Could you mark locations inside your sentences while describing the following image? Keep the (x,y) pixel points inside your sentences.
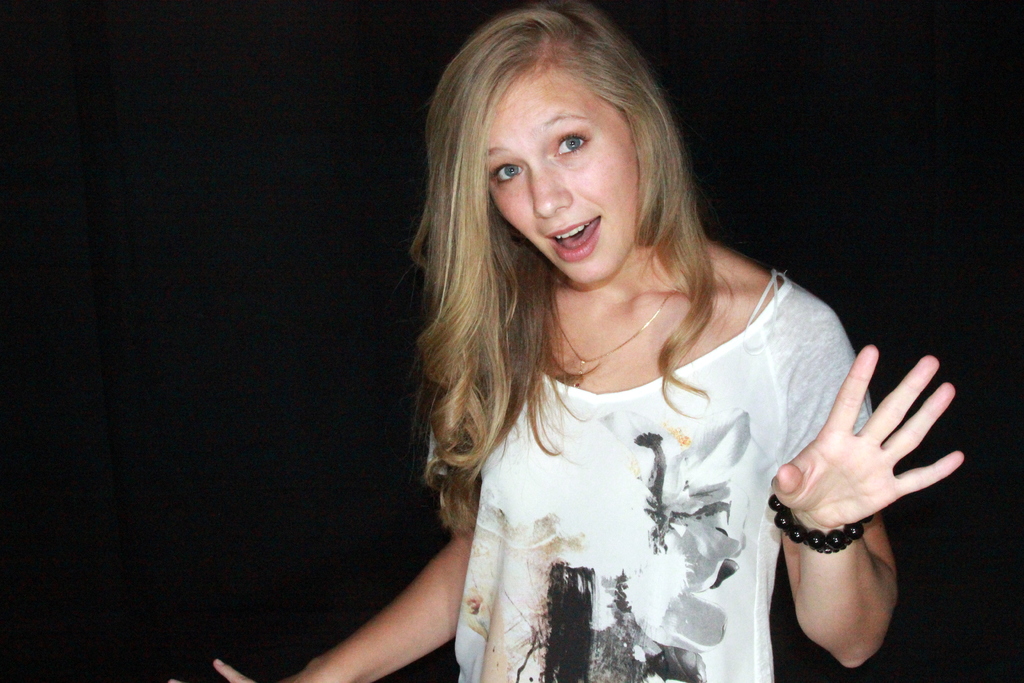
In this image there is a girl (583,381) standing and looking into the camera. The background (125,466) is dark.
